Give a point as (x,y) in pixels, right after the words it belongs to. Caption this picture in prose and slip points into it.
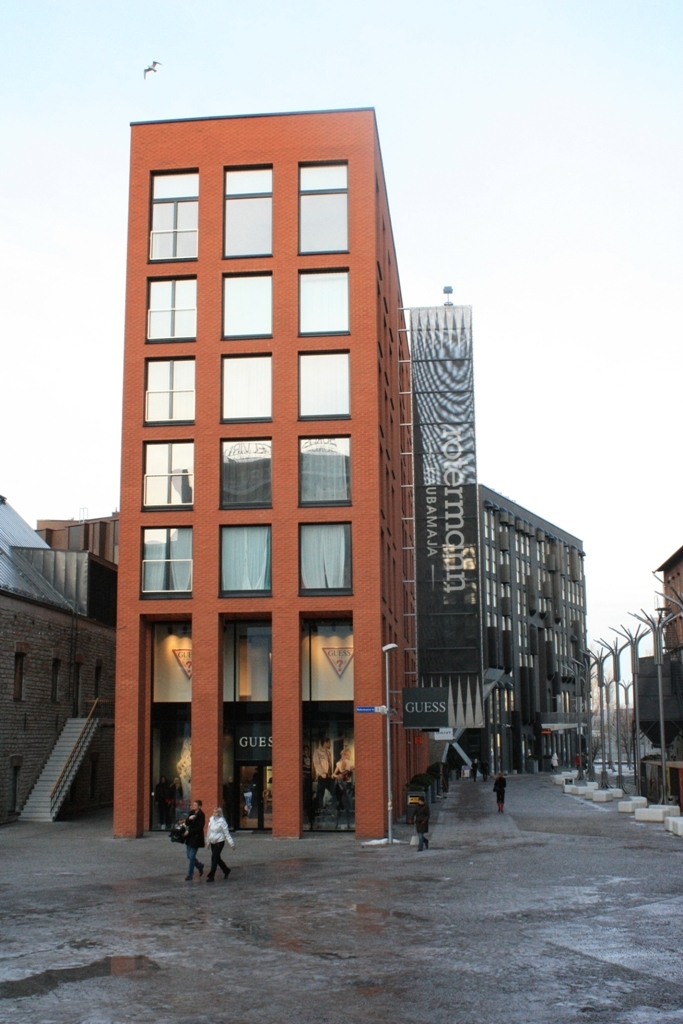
In this image we can see buildings (332,582). There are people (419,807) walking on the road (214,898). At the top of the image (194,76) there is sky (157,74). There is a bird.
